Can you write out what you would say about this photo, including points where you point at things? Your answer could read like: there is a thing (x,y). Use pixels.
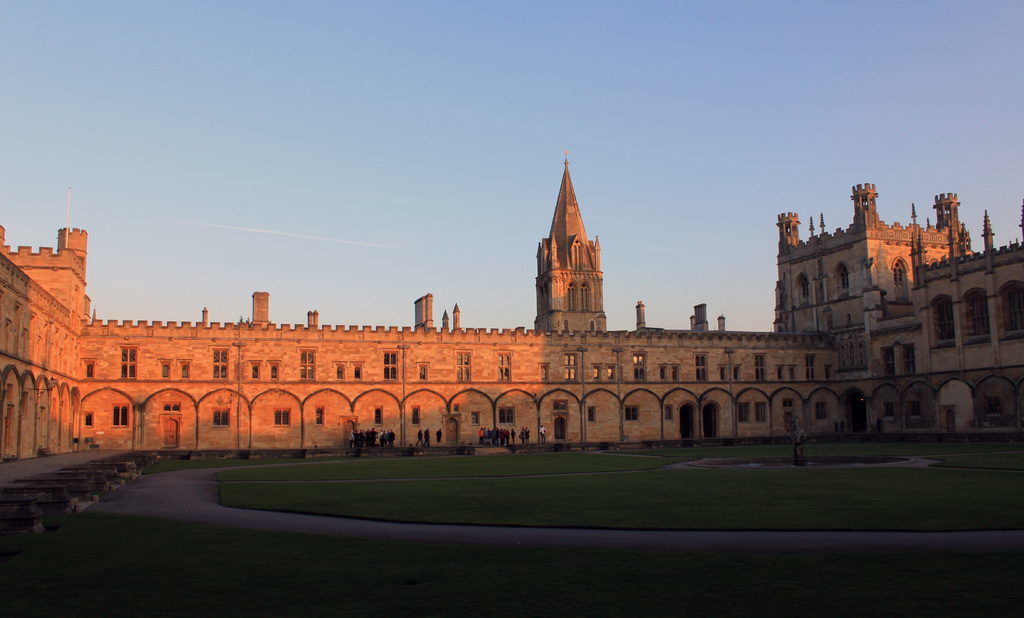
In this image, we can see a building (382,395), we can see some windows (724,371) and there's grass (522,460) on the ground (961,525), there is a way (180,499), we can see some people (481,442) standing, at the top (559,63) there is a sky (518,42).
